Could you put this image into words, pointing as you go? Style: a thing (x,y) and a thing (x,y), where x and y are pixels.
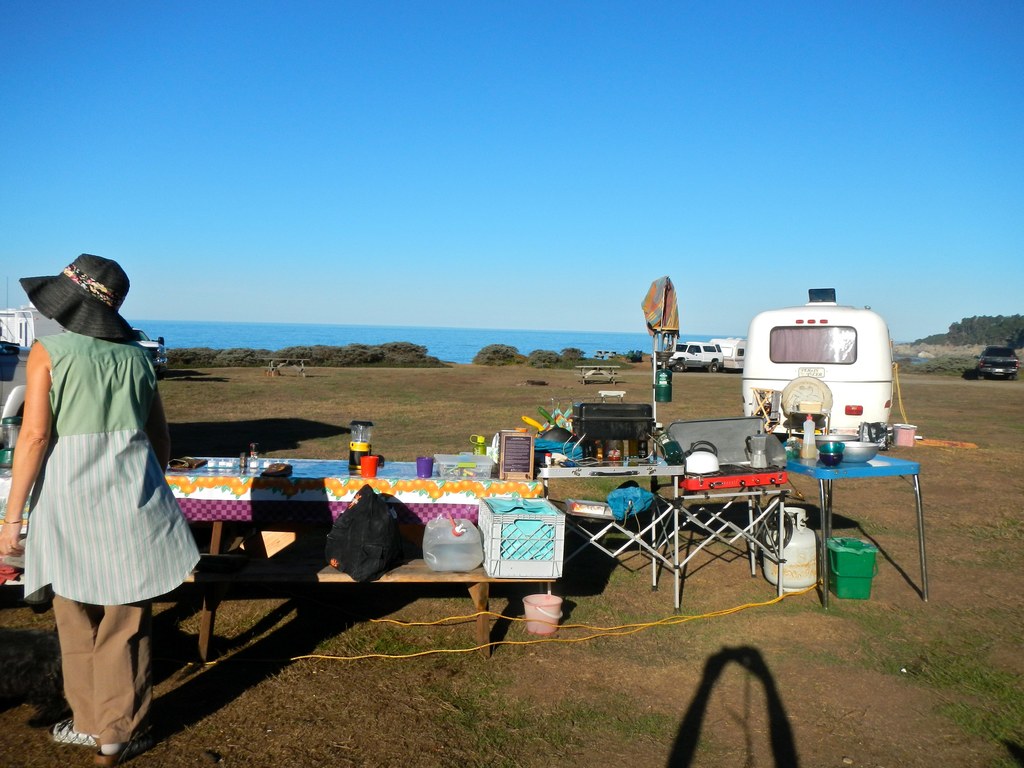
There is a woman (69,298). She is wearing a cap (87,308) and shoes (66,724). Besides her, there are tables (646,467), cylinder (786,524), buckets (844,562) and bench (491,578). Besides these objects (274,571), there is a vehicle (827,367). In the background (696,223), there is a sky (342,322), sea (305,332), trees (1021,334), and some other vehicles (1001,360). There is a grass (588,715).
